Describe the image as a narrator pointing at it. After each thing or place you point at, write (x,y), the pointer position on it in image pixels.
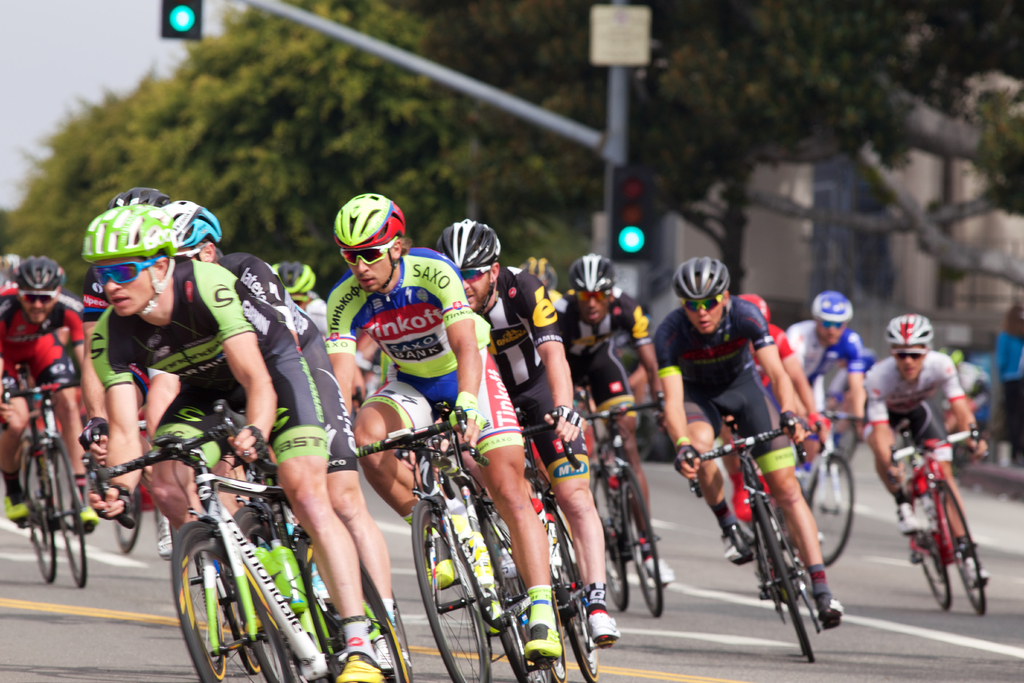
In this image I can see a road (42,638) in the front (829,628) and on it I can see number of people (320,354) are sitting on their bicycles (528,418). I can see they all are wearing helmets (156,281), shades (104,278), sports jerseys (262,327) and shoes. I can also see they all are wearing gloves (92,426). In the background (88,191) I can see number of trees (233,186), few poles (613,164), few signal lights (632,198), a building (780,271) and I can see this image is little bit blurry in the background (734,128).
